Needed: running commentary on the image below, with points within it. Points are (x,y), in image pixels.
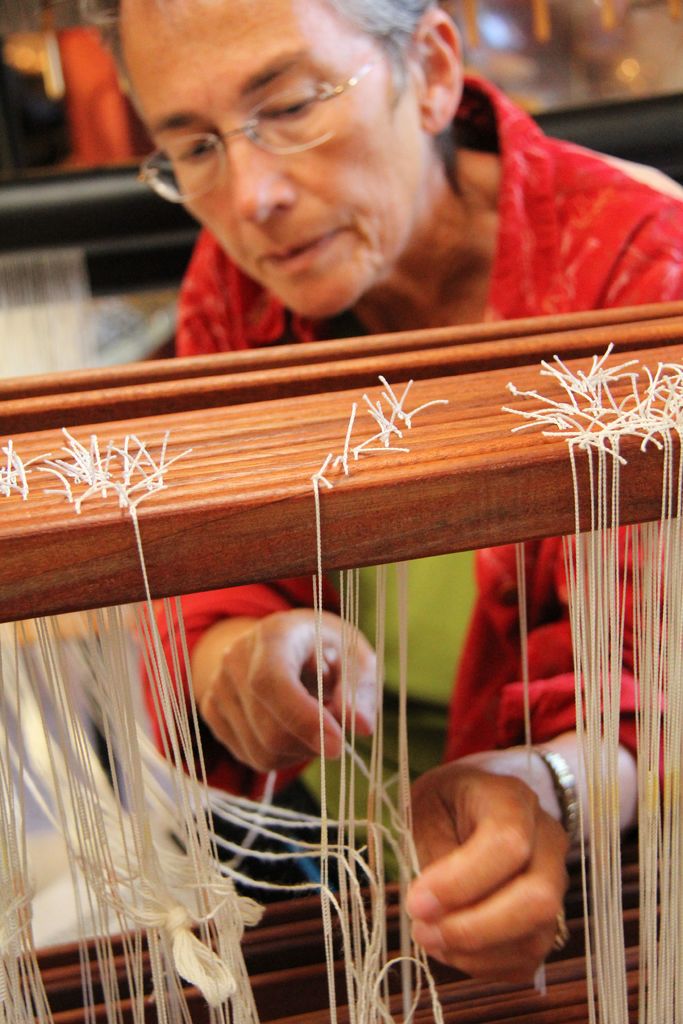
In this picture I can see a woman (469,159), she wore spectacles (275,146) and i can see threads (6,279) and it might be a hand weaving machine (231,442).
